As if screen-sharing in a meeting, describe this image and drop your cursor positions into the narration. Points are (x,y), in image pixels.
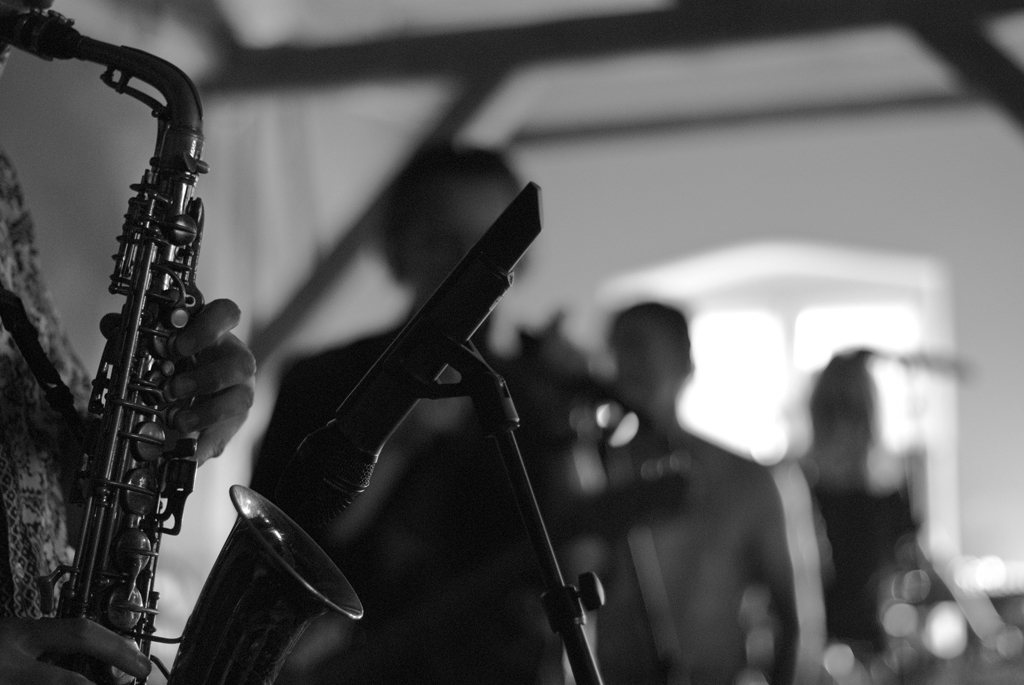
This picture is clicked inside. On the left (196,324) there is a person (65,528) standing and playing a saxophone (153,80) and there is a microphone (348,461) attached to the stand (590,659). The background of the image (1015,227) is blurry and we can see there are some objects (1000,564) in the background (925,598).
